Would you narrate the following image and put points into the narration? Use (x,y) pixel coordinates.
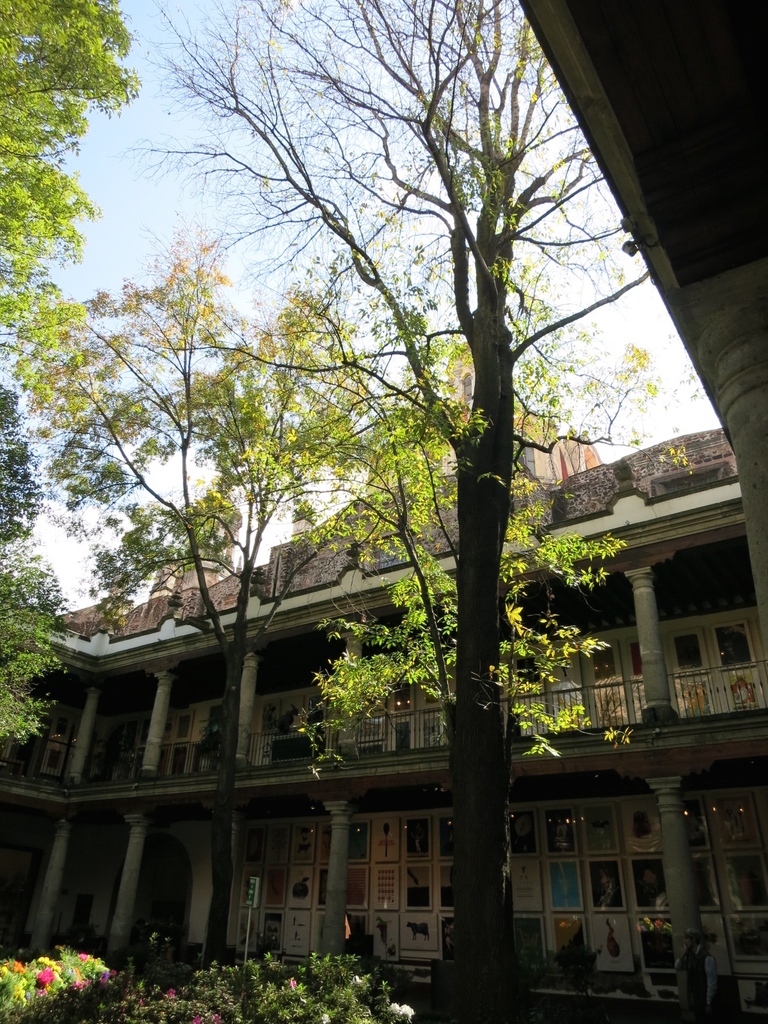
In this image we can see trees (512,521), buildings (422,784), plants (204,1000), flowers (81,975), pillars (45,933), photo frames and sky (140,195).
